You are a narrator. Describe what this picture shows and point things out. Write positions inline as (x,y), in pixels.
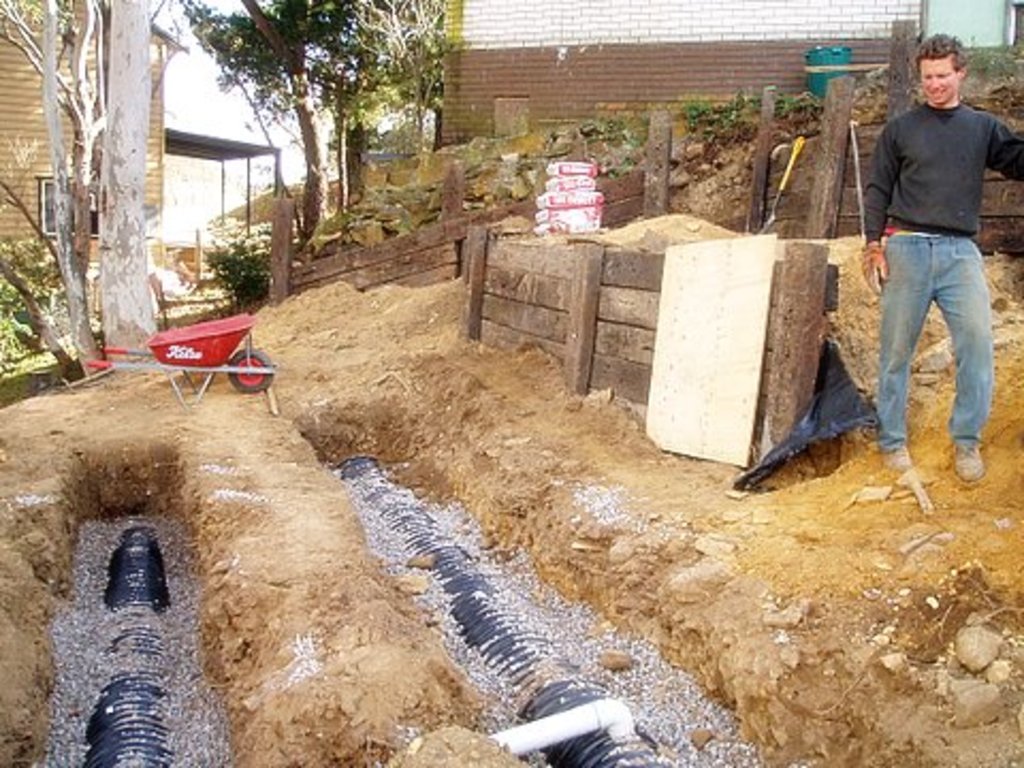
In this picture I can see a person (937,265) standing on the ground (878,476), in front (507,654) we can see some pipe lines (524,657) in the earth (587,590), around we can see some houses (539,106), trees (401,79), wooden walls (644,260) and some boxes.
